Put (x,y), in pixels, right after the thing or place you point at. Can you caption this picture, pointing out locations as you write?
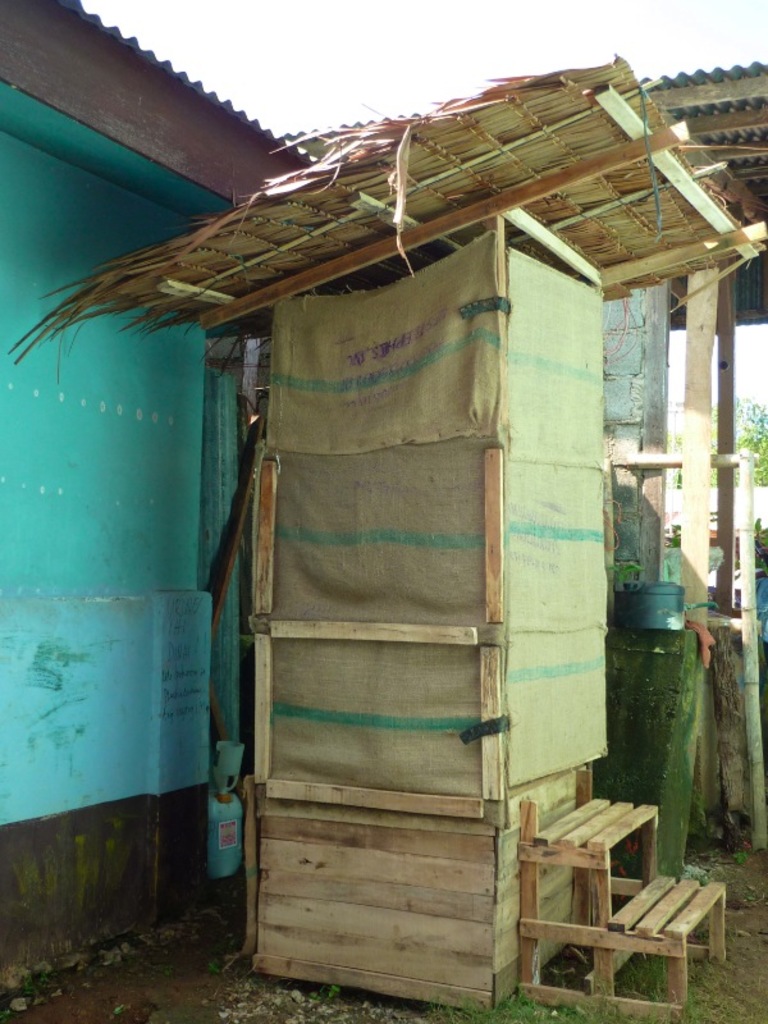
In this image I can see a wooden thing (383,337) in the front (383,461). On the left side of this image (101,489) I can see a building (97,520) and in the background (752,421) I can see a tree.
